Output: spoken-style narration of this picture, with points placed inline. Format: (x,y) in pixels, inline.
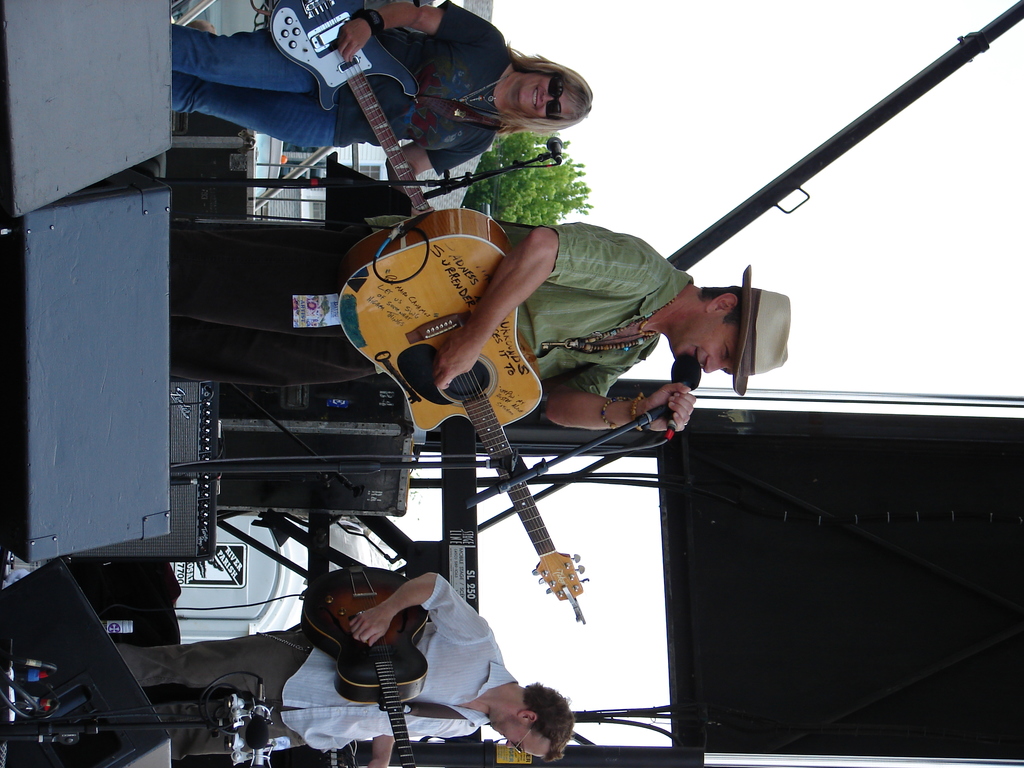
In this image there are musicians (544,695) standing and performing. In the center (521,308) a man (534,305) wearing a hat (742,324) is holding a guitar (435,349) and a mic (693,359) in his hand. At the left side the woman (432,62) wearing a black colour t-shirt (408,99) is holding guitar (352,79) in her hand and is having smile on her face (520,90). At the right side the man (324,700) wearing a white colour shirt (440,673) is holding guitar (346,689) in his hand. In the background (248,497) there are some speakers (179,496) and a black colour screen (805,627). There is a sky (666,156) and trees (523,179) and a building (304,151).
